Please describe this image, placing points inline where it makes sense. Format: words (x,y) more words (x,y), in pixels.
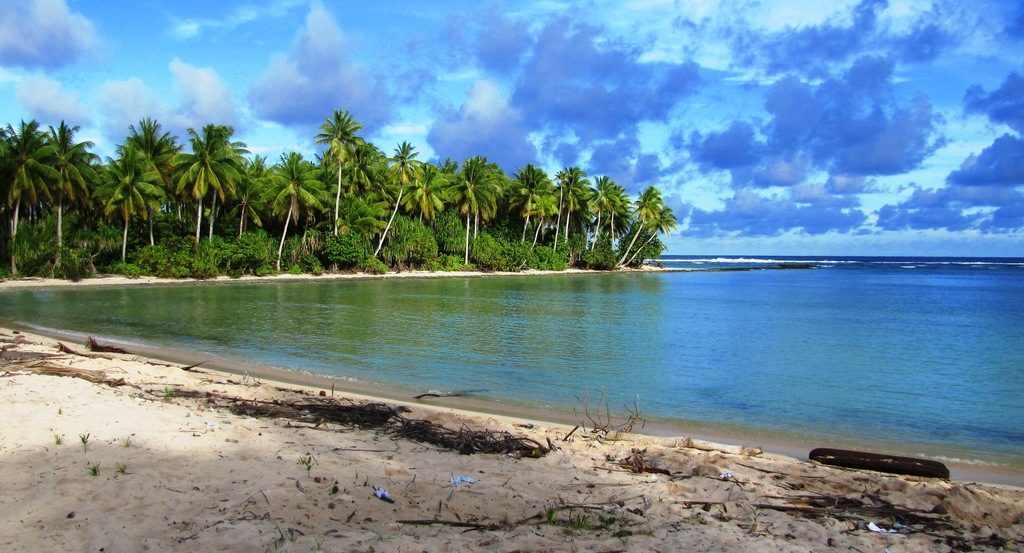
In this picture I can see there is a beach (420,462) and a ocean (736,325) on to right side (749,332) and there is sand (194,278) and plants (170,268), trees (583,173) and the sky (545,156) is cloudy.
